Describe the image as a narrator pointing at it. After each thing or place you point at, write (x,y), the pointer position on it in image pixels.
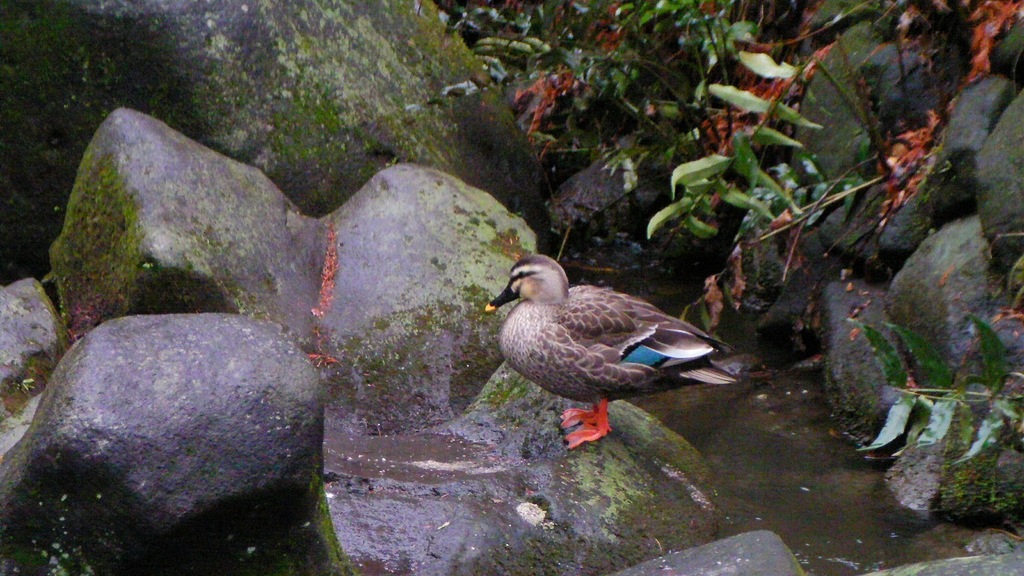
In the middle (519,363) I can see a bird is sitting on a stone (499,426). In the background (365,388) I can see rocks (823,152), plants (644,119) and water (789,450). This image is taken may be during a day.
